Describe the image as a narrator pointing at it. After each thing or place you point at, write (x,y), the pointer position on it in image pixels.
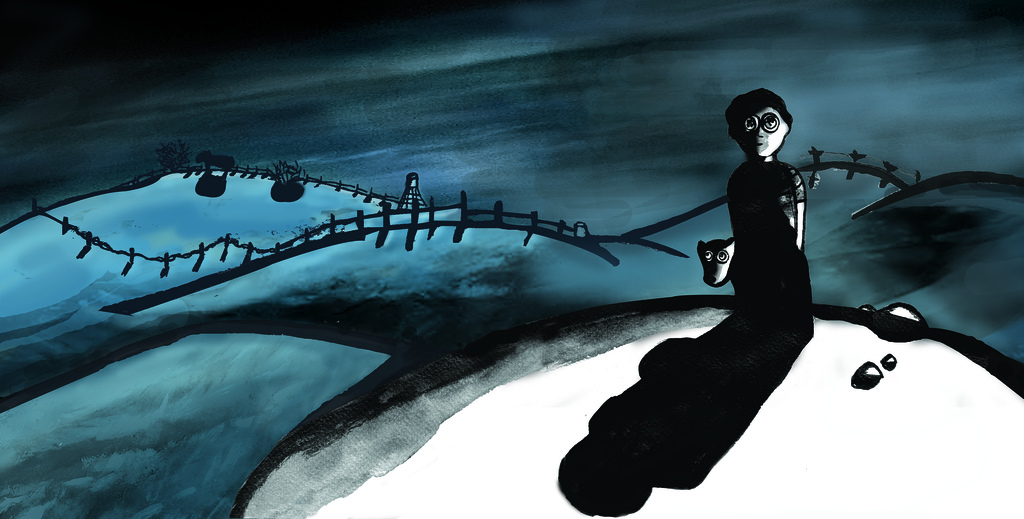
This is an animated picture, in this image we can see a person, animals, plants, fence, water (643,293) and some other objects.
